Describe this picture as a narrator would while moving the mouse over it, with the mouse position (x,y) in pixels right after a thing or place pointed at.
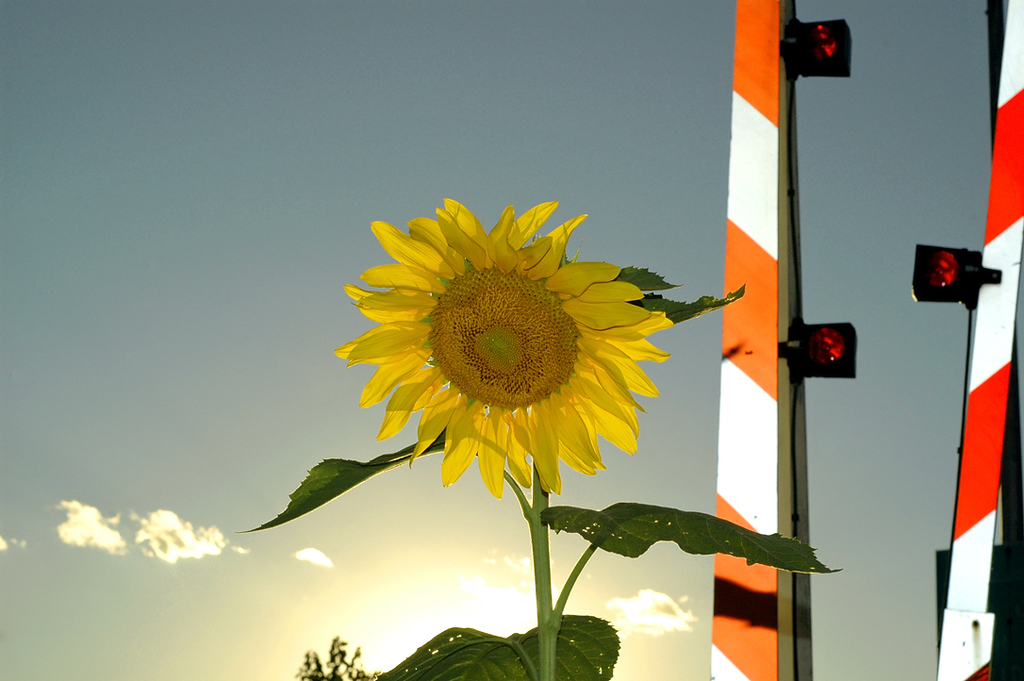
In this image we can see a sunflower (554,349) and two poles (773,522), in the background (626,456) there is a sky (608,234) with clouds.
